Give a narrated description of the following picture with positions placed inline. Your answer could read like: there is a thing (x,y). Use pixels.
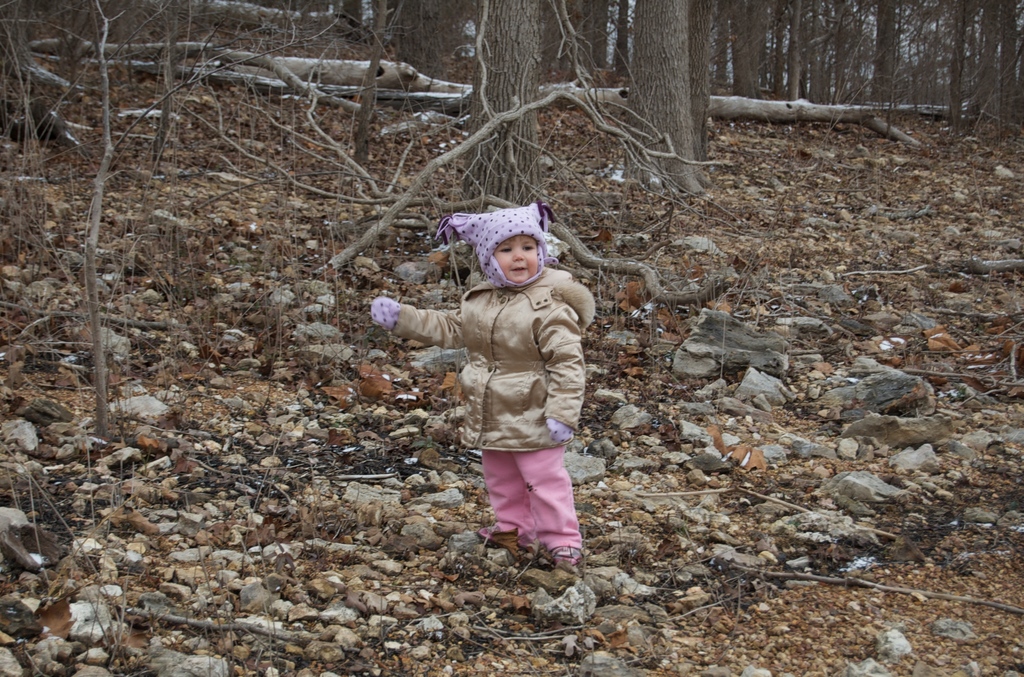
In this image I can see a kid (531,333). In the background (234,294), I can see the stones (216,301) and the trees (912,67).
